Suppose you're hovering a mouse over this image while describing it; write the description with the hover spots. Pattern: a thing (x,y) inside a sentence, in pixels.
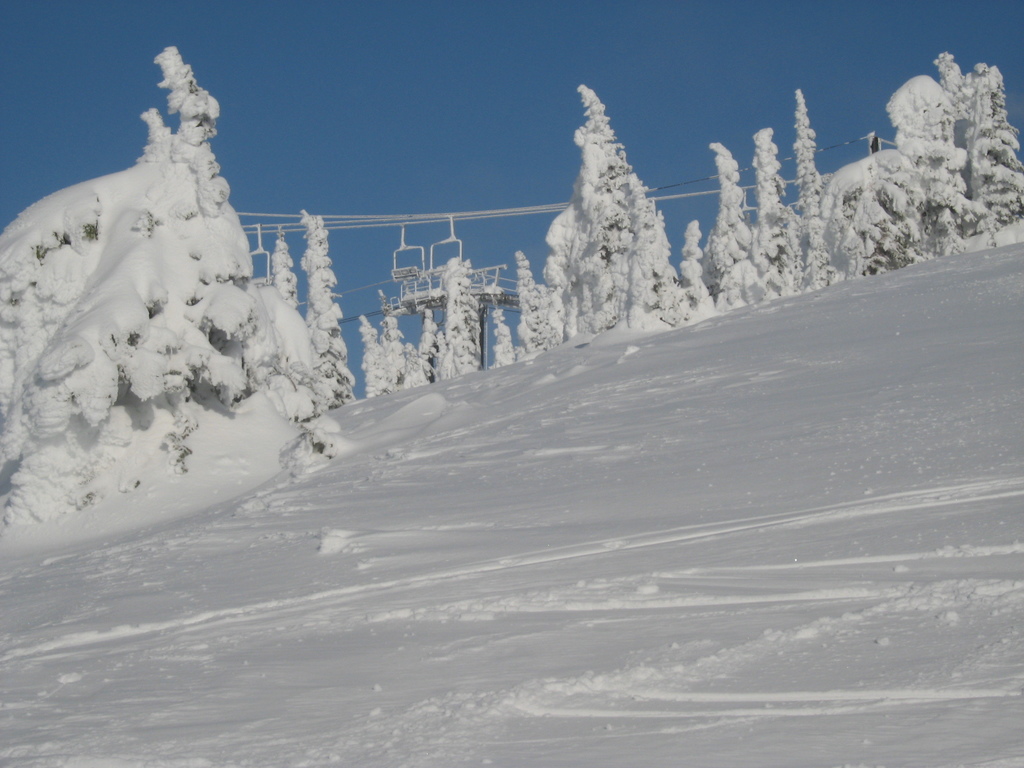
In this image we can see some trees (330,294) to which snow (584,203) is formed and at the background of the image (431,229) there are some wires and clear sky (507,141).
